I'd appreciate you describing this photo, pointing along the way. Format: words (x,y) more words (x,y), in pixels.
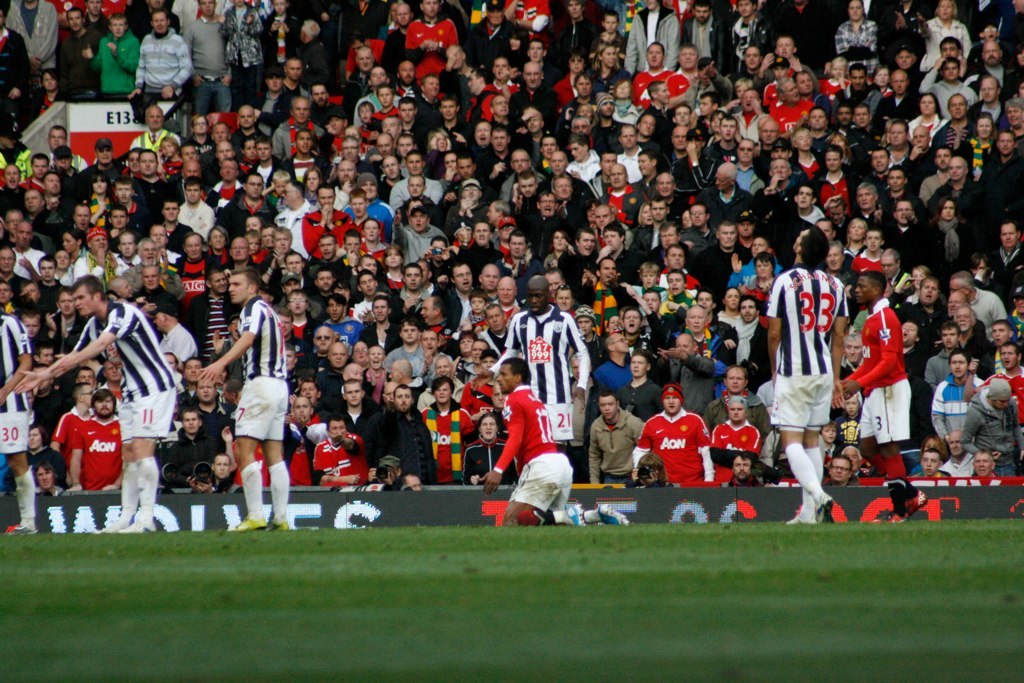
In this image there are so many players (801,350) standing in the ground (915,525), beside them there are so many other people (473,413) standing and sitting in stadium (459,322) and watching at them.
